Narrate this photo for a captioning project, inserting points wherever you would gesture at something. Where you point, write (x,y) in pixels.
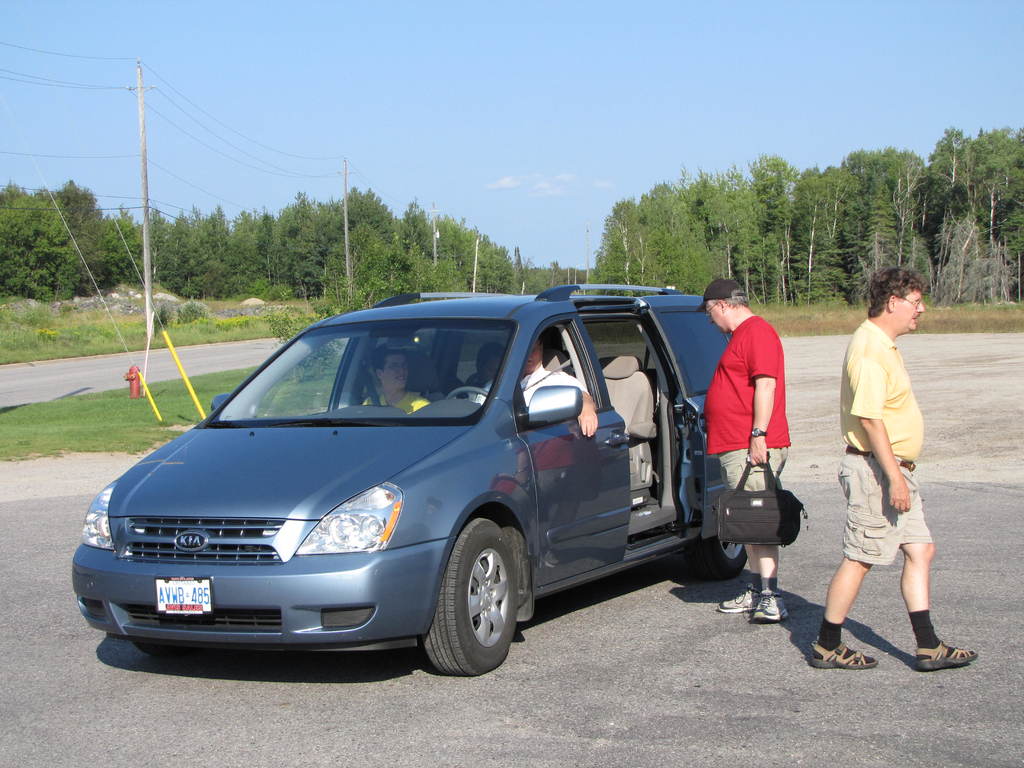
In that given picture there are two men (776,448) and walking on the road (810,526). And there is a car (383,465) in blue color. In the background (367,260) there are some trees (259,243) and electric poles (345,190) located. We can observe a sky (437,98) here.
